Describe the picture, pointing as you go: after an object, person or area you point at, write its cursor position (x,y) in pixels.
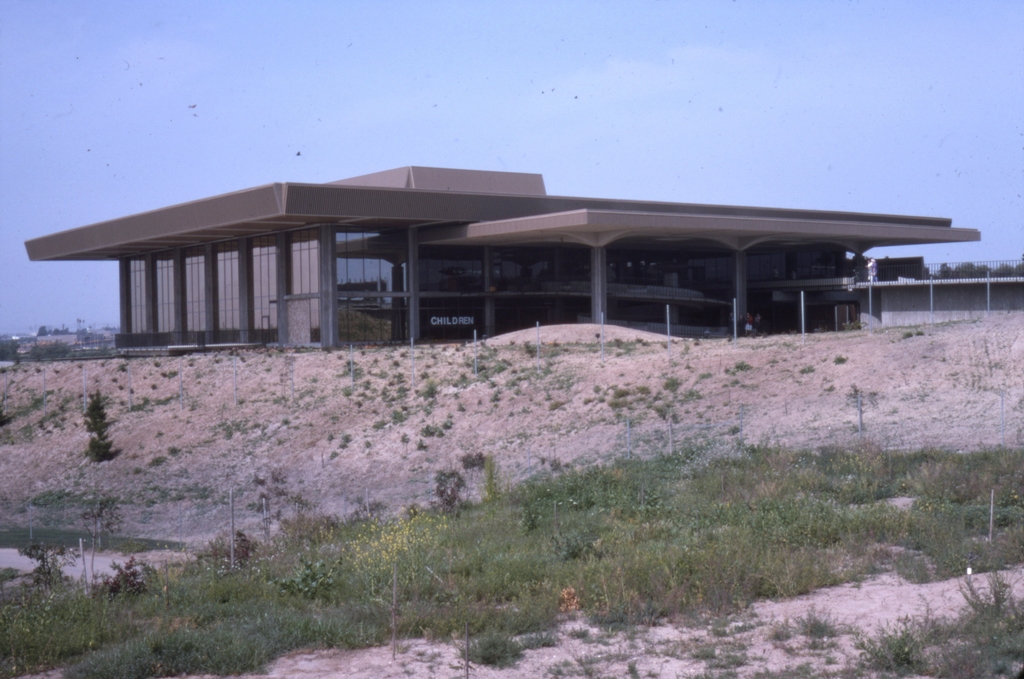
In this picture there is a building (492,243) in the center of the image (589,302) and there is grassland (77,663) at the bottom side of the image (418,593).
